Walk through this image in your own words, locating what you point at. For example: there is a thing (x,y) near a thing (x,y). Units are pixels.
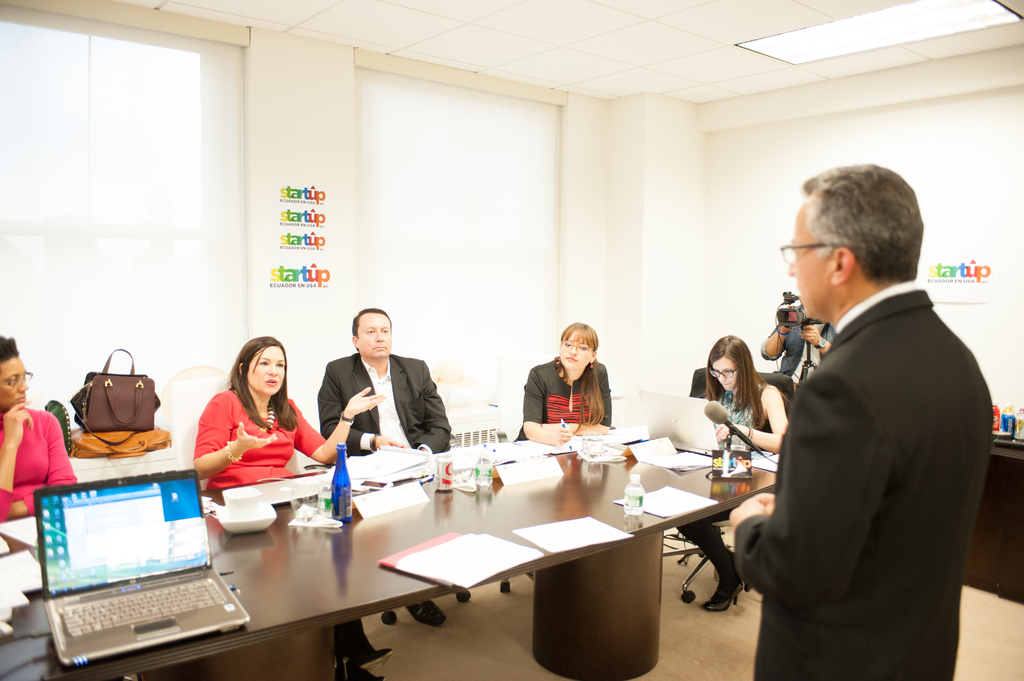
Few persons (378,432) are sitting on the chairs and these two persons (832,347) are standing, this person (817,340) holding camera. We can see bottles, laptop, books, papers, tin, microphone (729,439) and objects (743,454) on the table (411,531). On the background (449,389) we can see wall (1004,170), window (142,317), bag (97,379). On the top (946,15) we can see light (898,29). This is floor (674,638).
